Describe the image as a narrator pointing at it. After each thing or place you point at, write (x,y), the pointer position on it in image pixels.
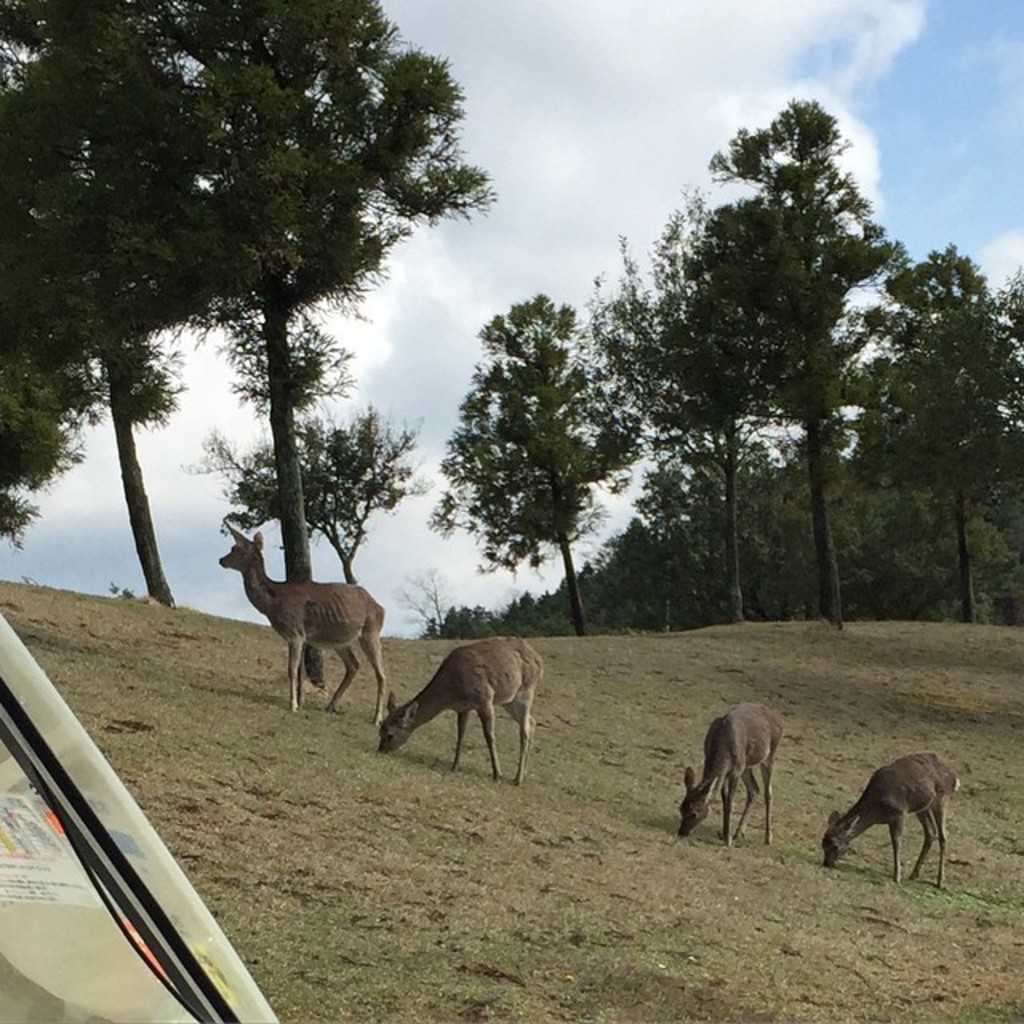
In this image we can see the animals (530,733). We can also see the ground (405,750), trees (584,388) and also the sky (612,236) with the clouds (232,413). On the left (102,787) we can see the vehicle (114,820).
